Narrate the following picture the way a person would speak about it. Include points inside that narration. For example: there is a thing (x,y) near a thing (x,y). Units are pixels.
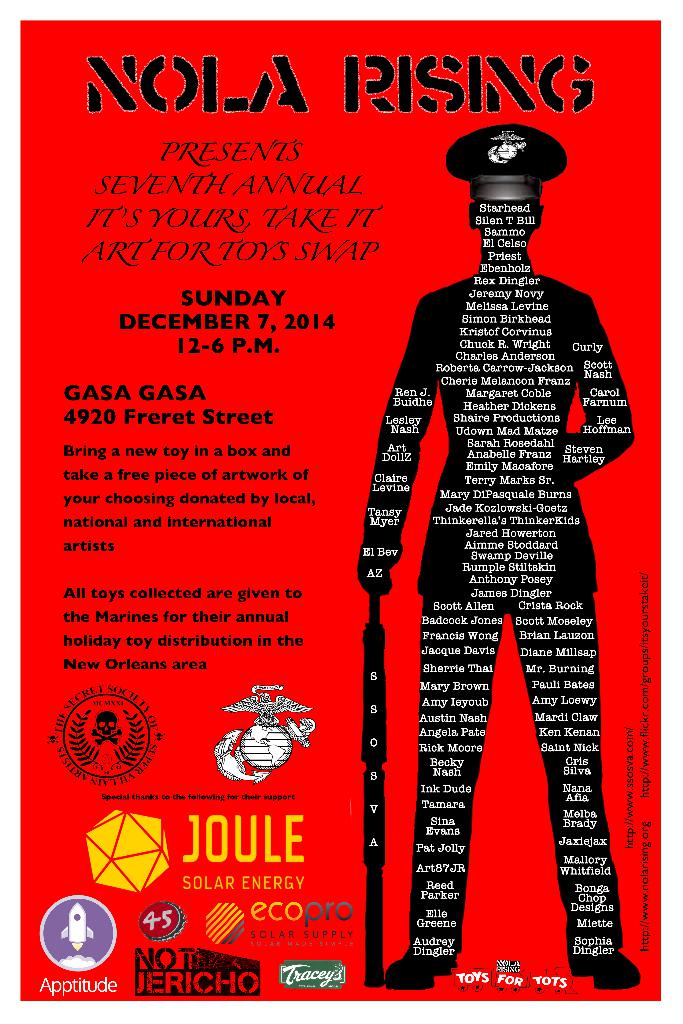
This is a poster (259,281) with something written on that. On the right side (561,365) we can see a person's picture (486,431) and holding something and wearing cap (512,149). Also there are some logos (212,868).
